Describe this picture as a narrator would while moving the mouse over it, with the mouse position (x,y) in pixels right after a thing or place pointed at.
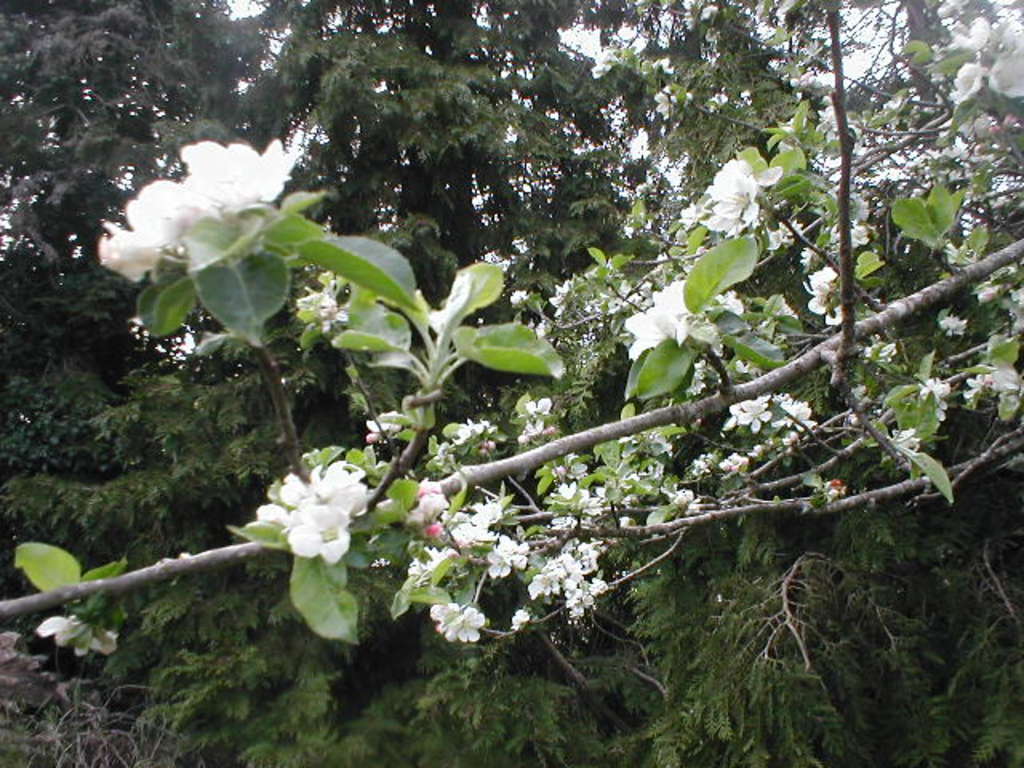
In this image I can see number of trees (674,246) and here I can see white colour flowers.
